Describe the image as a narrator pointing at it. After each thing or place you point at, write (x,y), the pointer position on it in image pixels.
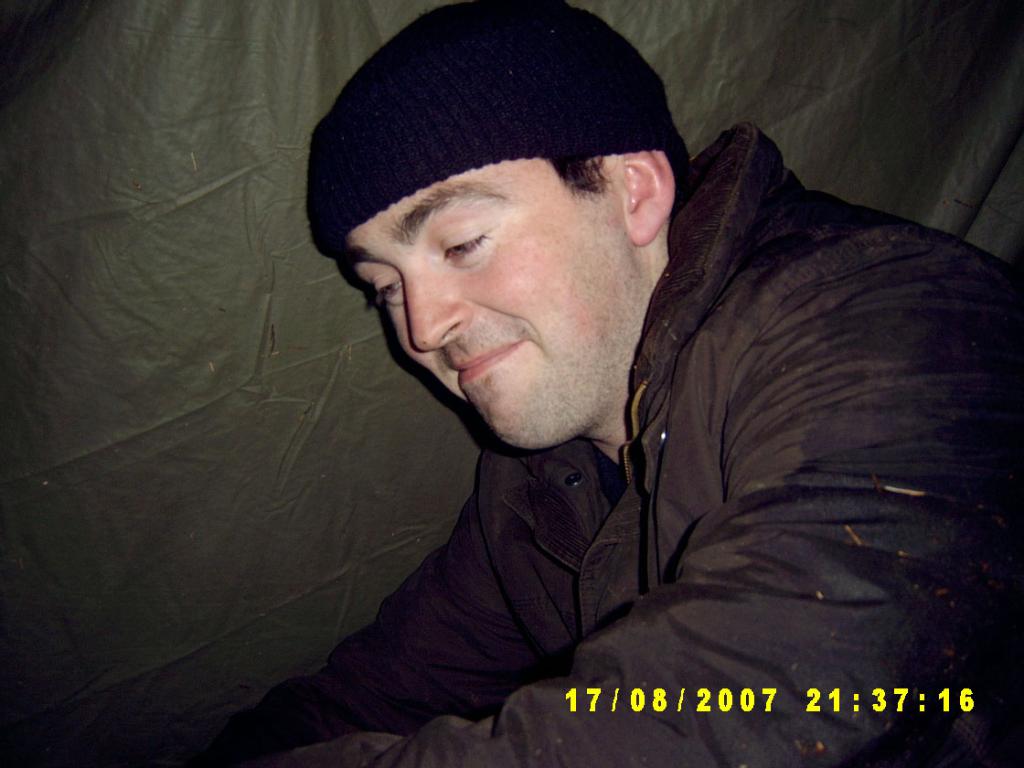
In this image we can see a person (614,357) wearing jacket (751,457), skull cap (635,68), beside him there is a sheet (261,404).
